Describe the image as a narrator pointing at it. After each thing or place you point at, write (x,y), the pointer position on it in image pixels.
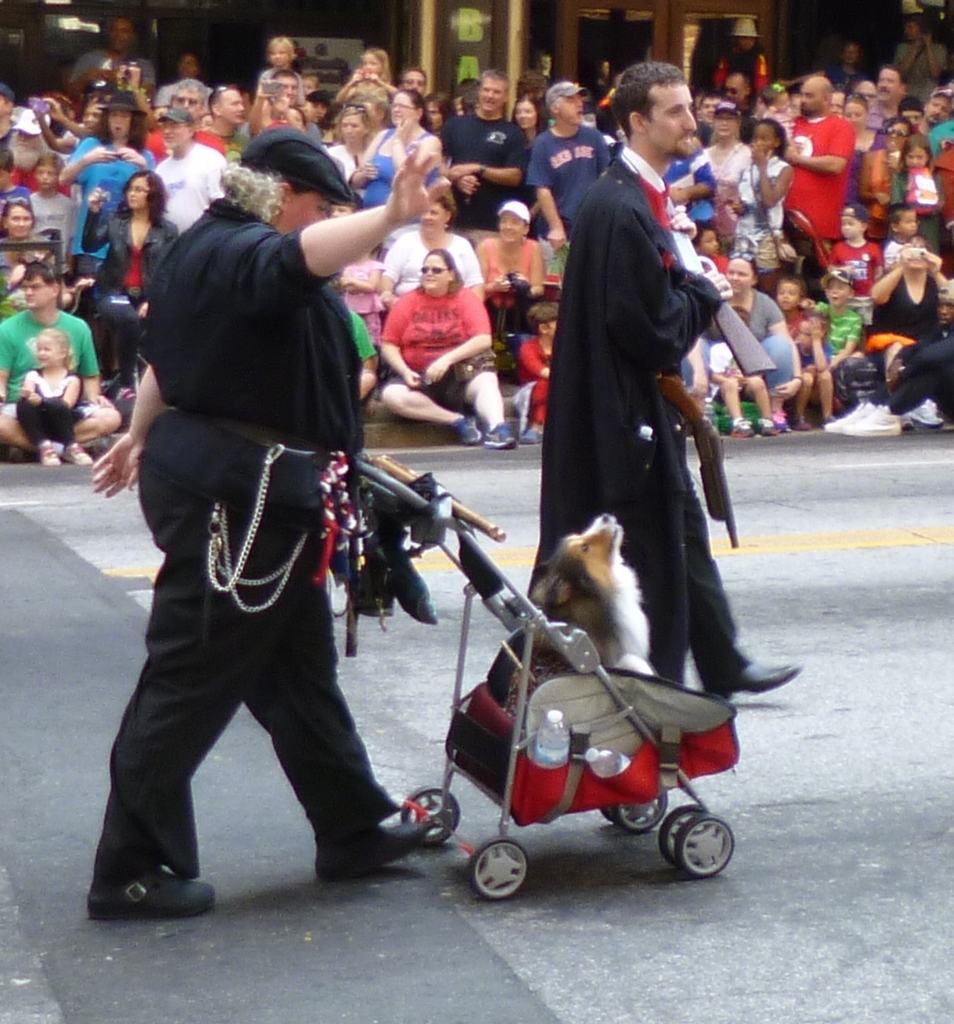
In the center of the image (626,402), we can see people (657,510) wearing costumes (661,546) and there is an animal (598,597) in the trolley (532,671) and there are some bottles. In the background (840,247), there are many people (407,95) and we can see a building (528,52). At the bottom (754,851), there is a road (651,848).
